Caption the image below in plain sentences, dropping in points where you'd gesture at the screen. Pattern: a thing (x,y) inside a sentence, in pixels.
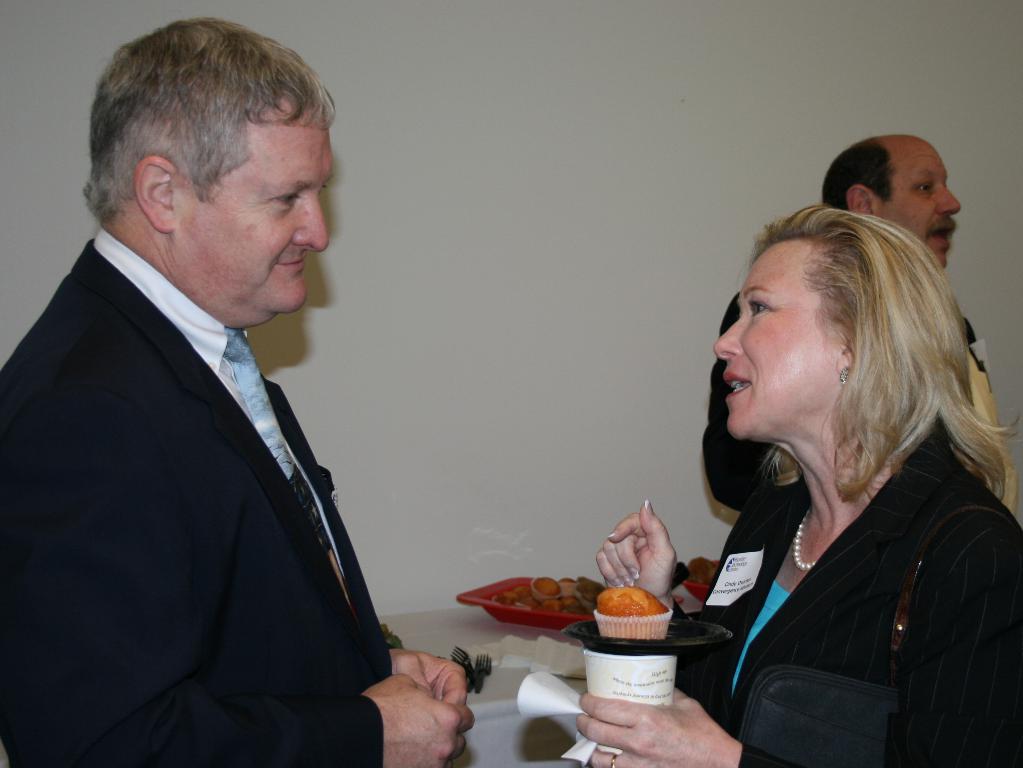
In the center of the image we can see two people (830,635) are standing. Among them, we can see one person (792,352) is holding some objects (660,615). In the background (966,288) there is a wall (614,231), one white color object (546,766) and one person (753,484) is standing. On the white color object (501,724), we can see forks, tissue paper (564,654), trays (544,622) and some food items (555,588).
